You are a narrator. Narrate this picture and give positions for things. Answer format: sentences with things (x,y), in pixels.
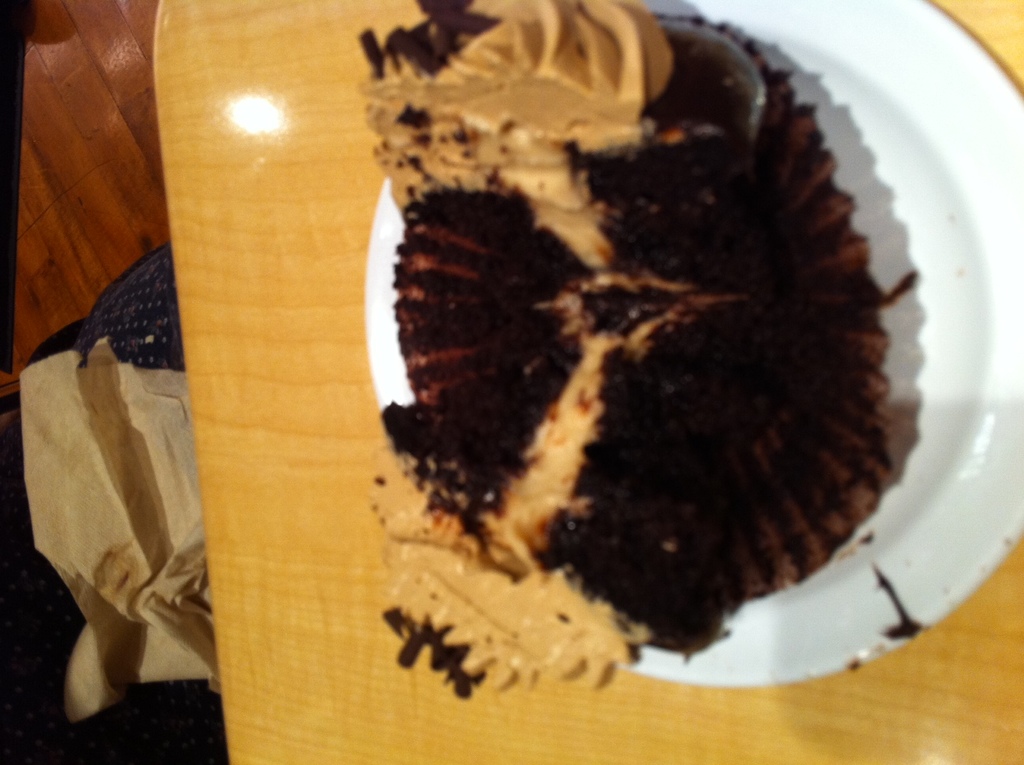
Here we can see a plate (881,223) and food (576,342) on the platform (246,713).
